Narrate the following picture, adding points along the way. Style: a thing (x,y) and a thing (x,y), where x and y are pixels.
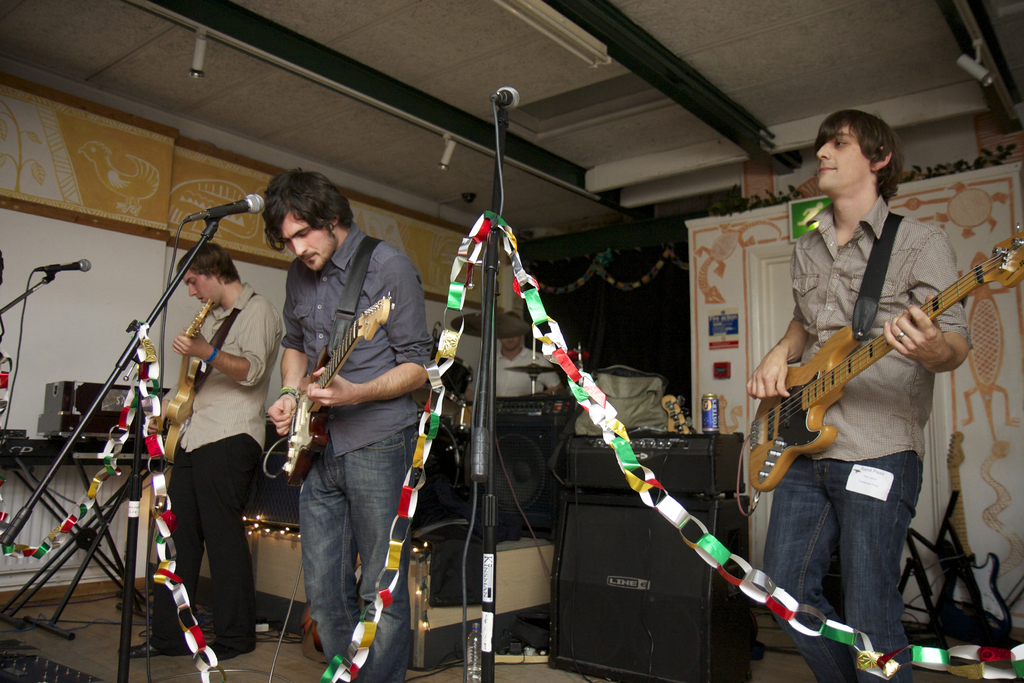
In the image we can see there are men (880,318) who are holding guitar (174,440) in their hand (907,312). In Front of them there is a mike (505,99) with a stand (480,336).
